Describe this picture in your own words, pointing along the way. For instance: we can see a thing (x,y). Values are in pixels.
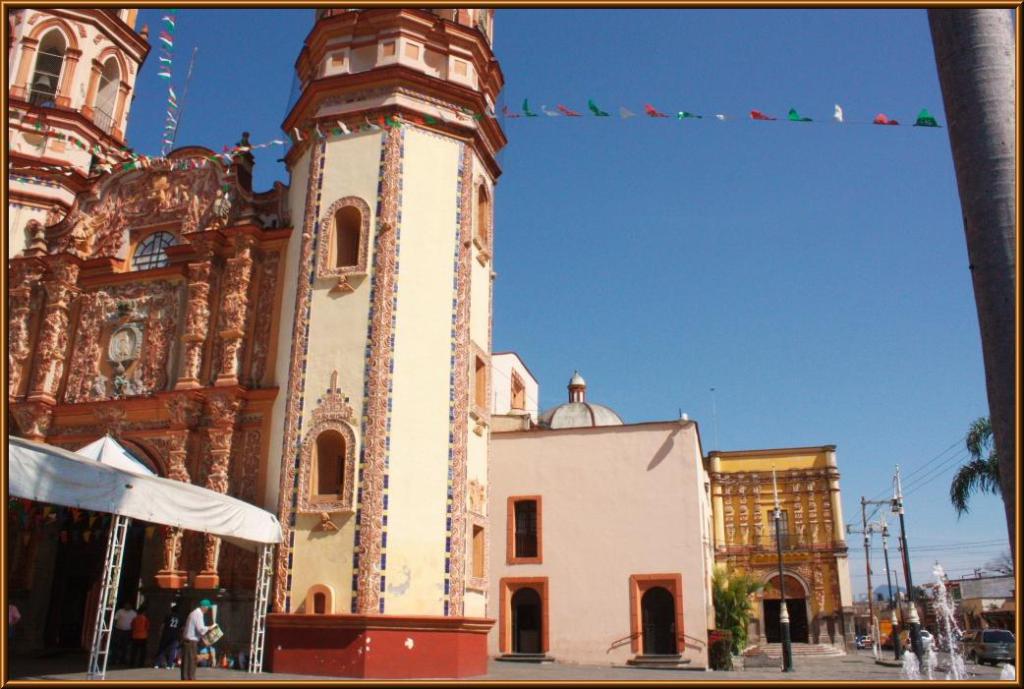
This picture seems to be an edited image with the borders (947,0). On the left corner (248,508) we can see a white color tent (132,493), metal rods (260,587) and group of persons (189,664). On the right (881,633) we can see the poles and some other objects (947,673) and we can see a vehicle (992,629). In the center (412,391) we can see the buildings (448,452) and the colorful papers (925,116) hanging on the ropes (210,161). In the background (703,282) we can see the sky (790,300), trees (975,472), cables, houses (925,601) and some other objects (952,656). On the right corner (982,104) there is an object (990,213) seems to be the trunk (954,79) of a tree (1006,79) and we can see some other objects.
